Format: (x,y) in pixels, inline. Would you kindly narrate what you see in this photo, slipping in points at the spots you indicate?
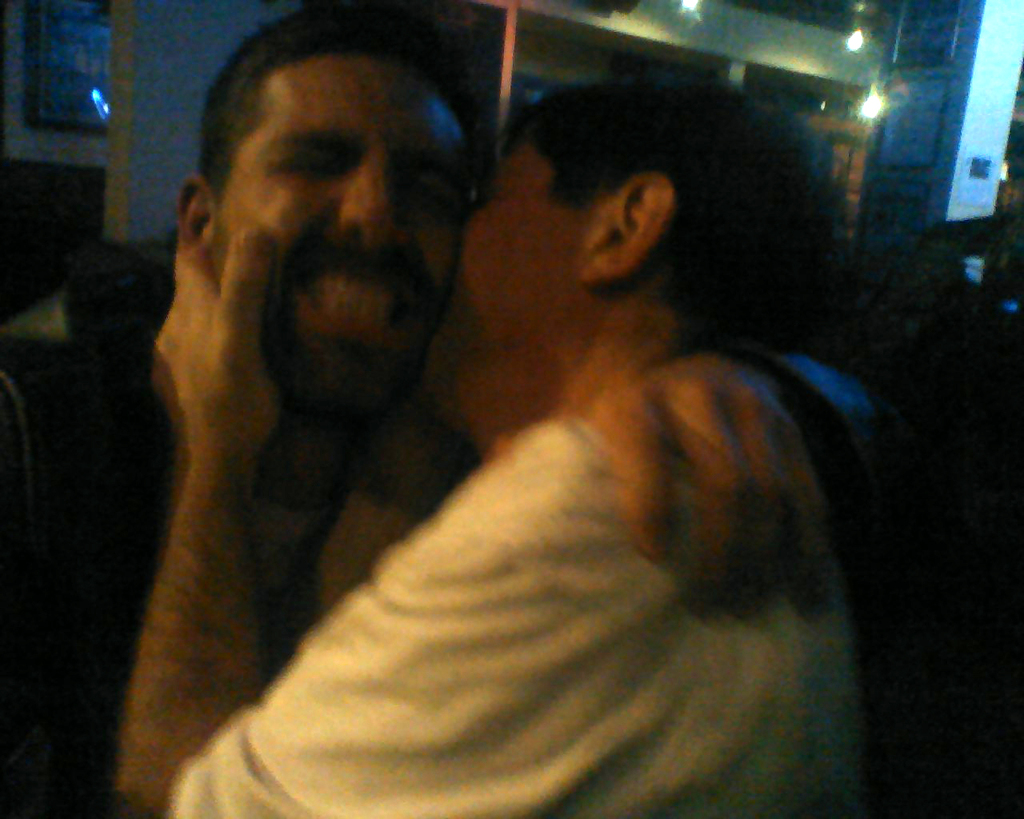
In this image, we can see a person (593,629) holding another person (291,560). Background (169,139) we can see walls (123,119), frames (90,84), lights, pillar (966,152) and few objects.
